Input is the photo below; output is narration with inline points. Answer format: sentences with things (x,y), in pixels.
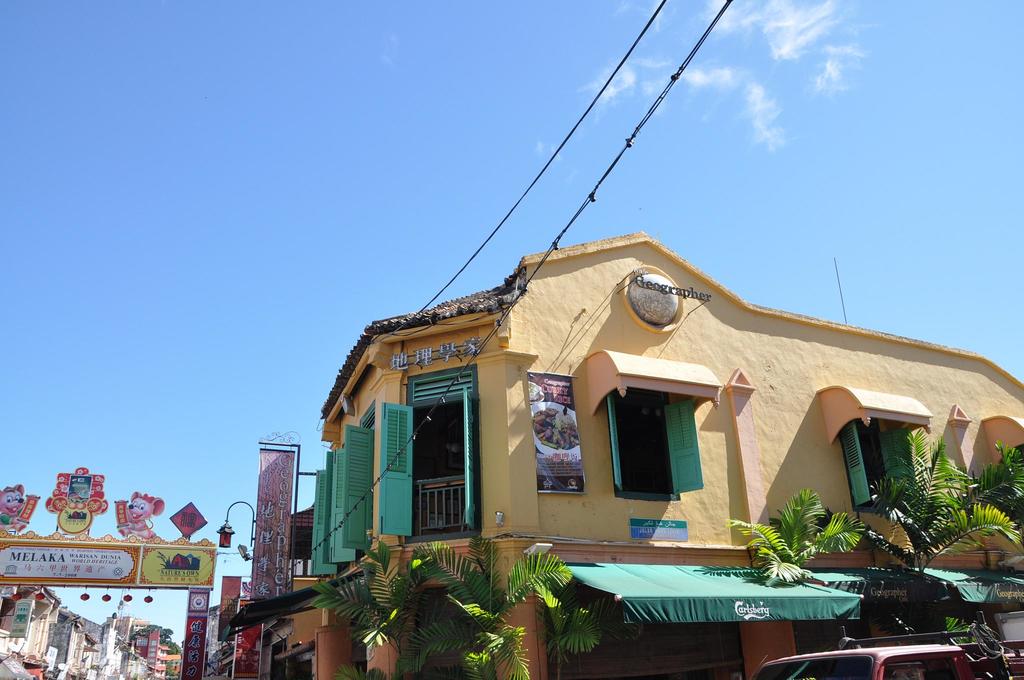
This image is taken outdoors. At the top of the image (268,185) there is the sky (726,75) with clouds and there are two wires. In the middle of the image (588,411) there are a few houses (328,641) and buildings (342,643) with walls (542,541), windows (673,426), doors (393,438), railings (440,491) and roofs (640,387). There are a few plants (521,577). There is an arch (134,540) and there are many boards (208,551) with text (115,558) on them. There is a light (241,502). At the right bottom of the image (871,651) there is a vehicle (976,668).
